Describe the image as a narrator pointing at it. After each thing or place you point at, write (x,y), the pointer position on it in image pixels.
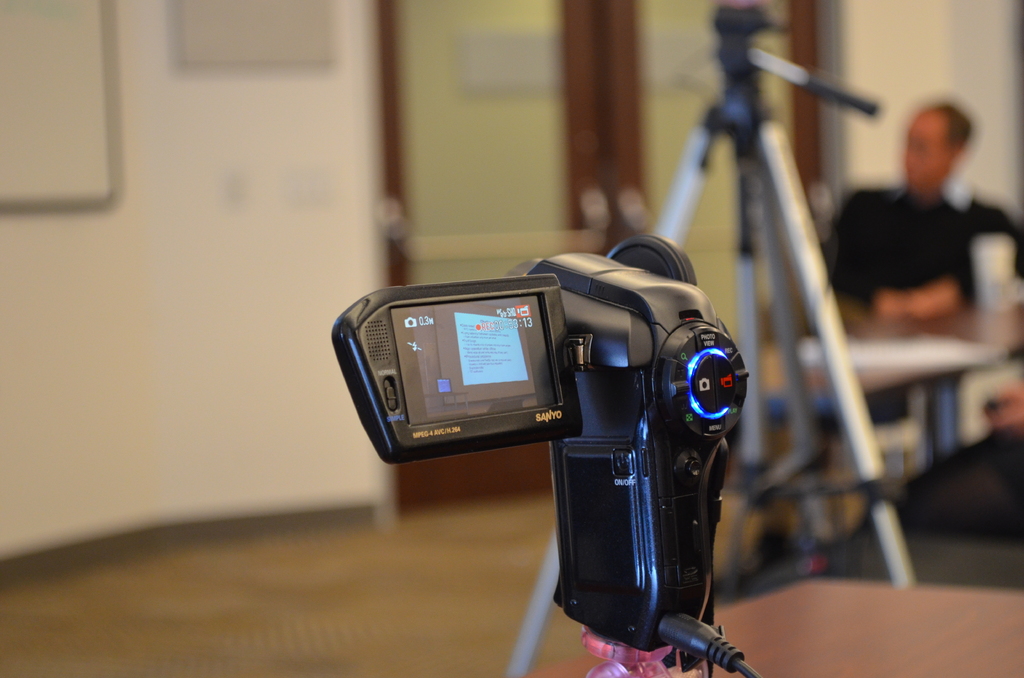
In this image, I can see a camcorder (631,618). On the right side of the image (846,368), there is a tripod stand (736,97), door (584,206) and a person (921,175) sitting. On the left side of the image (57,151), I can see boards (65,182) attached to the wall (172,292).
